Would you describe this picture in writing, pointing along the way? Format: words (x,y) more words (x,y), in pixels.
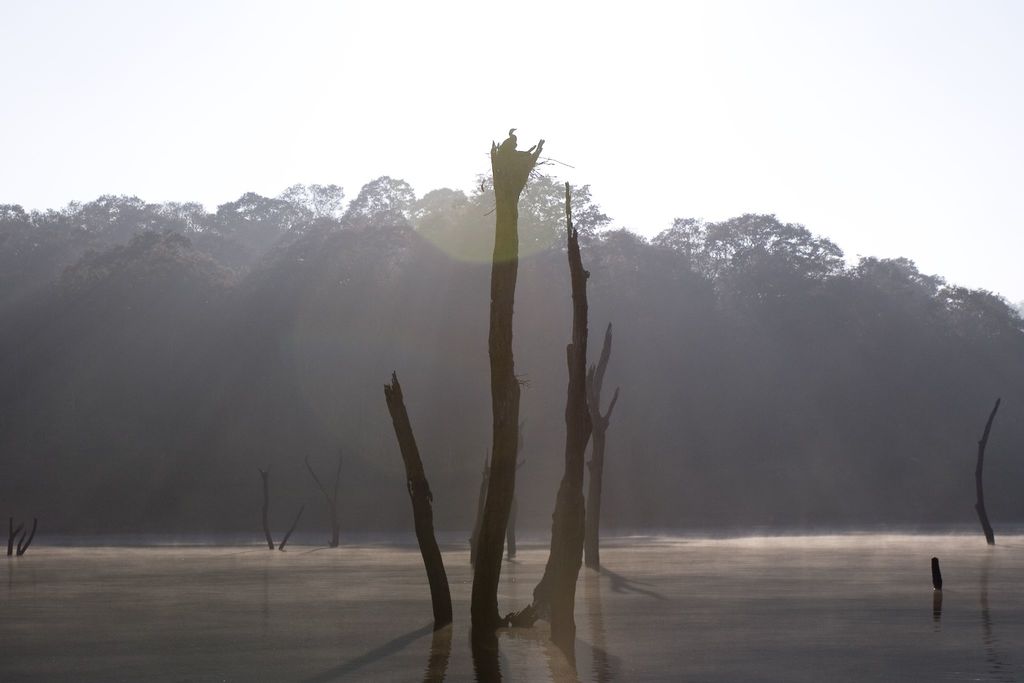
In the foreground of the picture (504,567) there is water (423,561) and there are trunks (515,513) of trees (556,481). In the background (257,321) there are trees (335,261). Sky (382,78) is sunny.
